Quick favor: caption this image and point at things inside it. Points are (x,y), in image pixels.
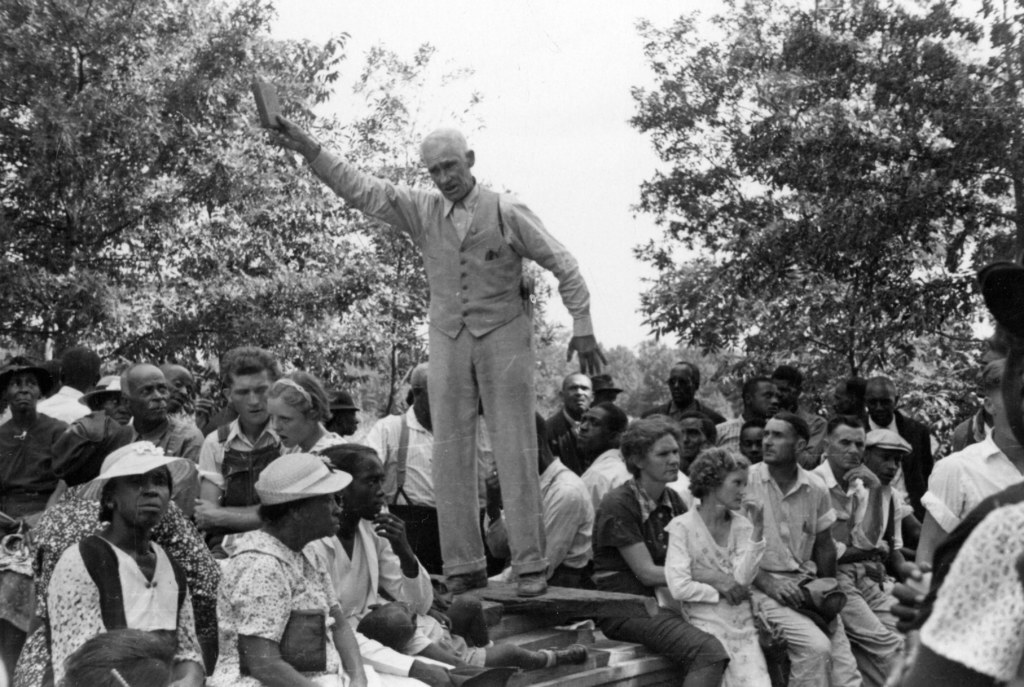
In this image a man (459,273) is standing holding a book (264,91). Around him there are many people (281,494). In the background (886,211) there are trees (826,177).
